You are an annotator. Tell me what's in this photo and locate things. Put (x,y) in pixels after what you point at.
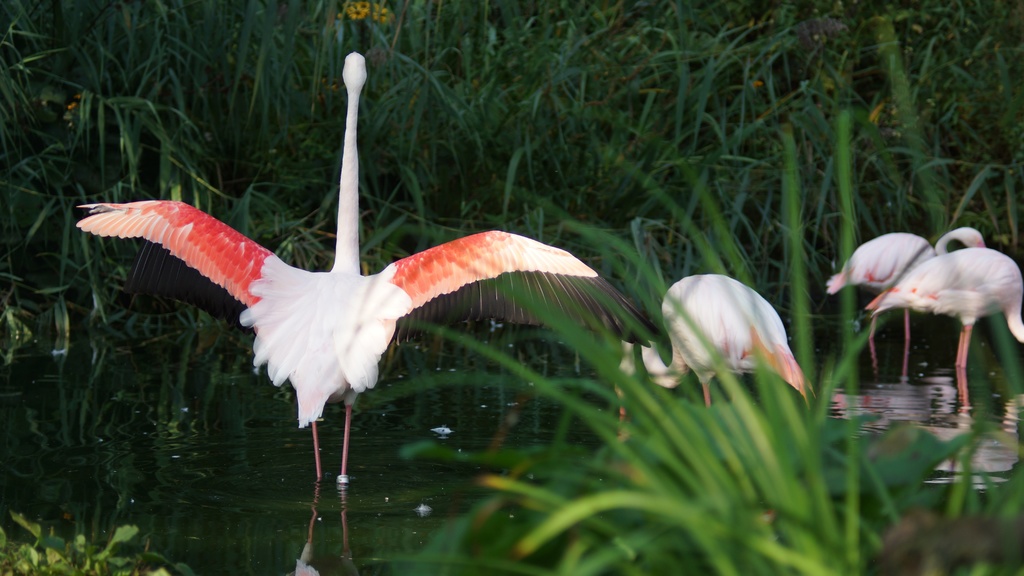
In this picture I can see there are birds (184,240) here and one of them has opened the wings (202,242) and there are few other birds (699,326) on to right side (728,340) and they are drinking water (952,326) in the pond (542,443) and there is grass (652,467) around the pond (208,431).
